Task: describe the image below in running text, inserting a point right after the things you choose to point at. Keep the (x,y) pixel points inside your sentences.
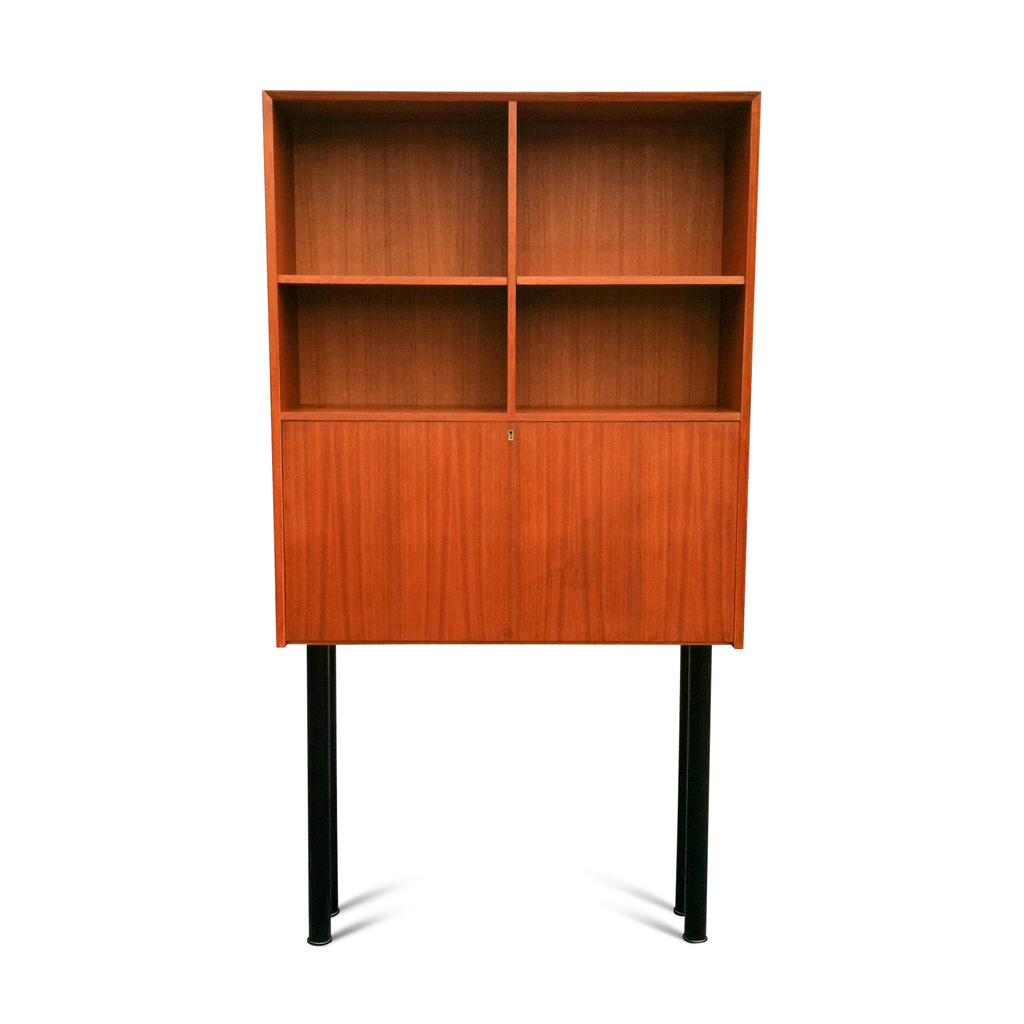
In this image I can see 4 black rods (323,912) on which there is a brown color cupboard (467,208). I see that it is totally white color in the background (871,69).
